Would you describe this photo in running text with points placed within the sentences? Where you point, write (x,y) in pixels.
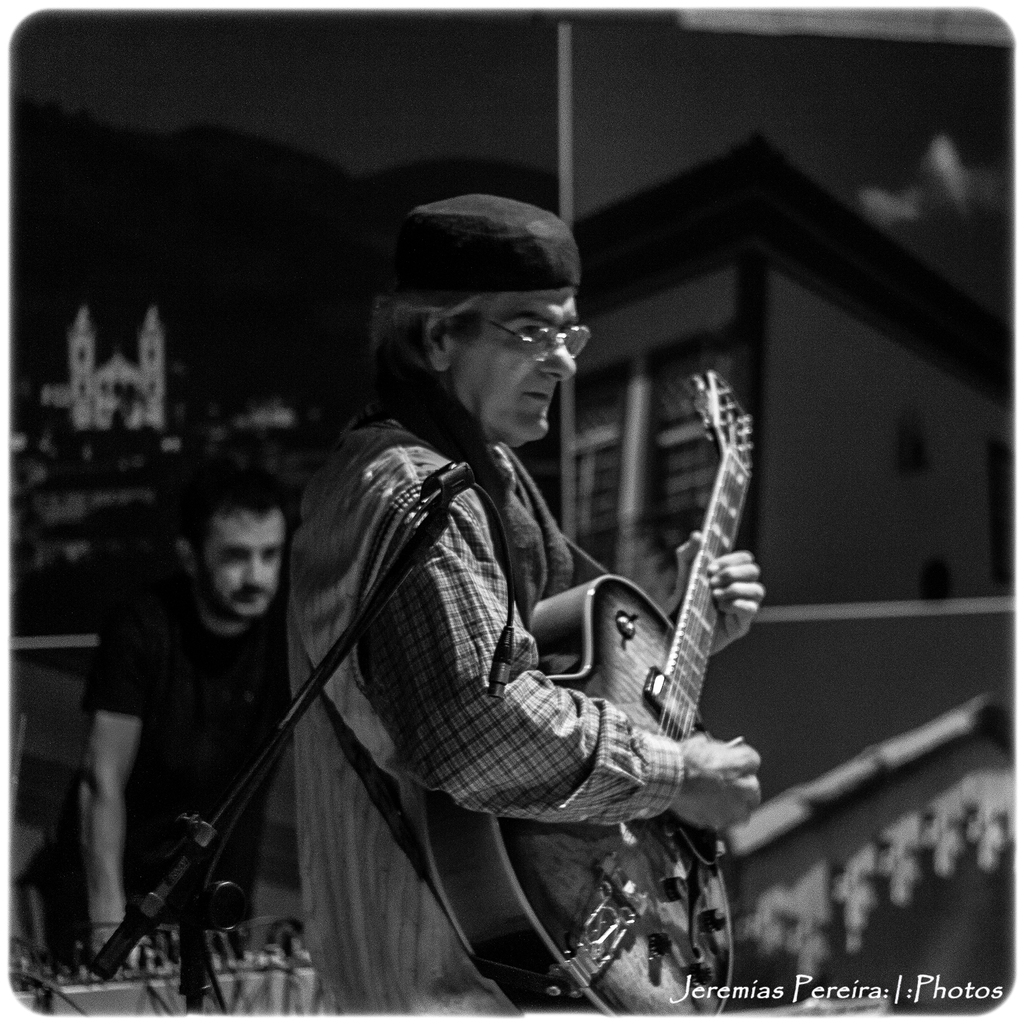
a person (379,663) is standing playing guitar (536,891). behind him there is another person (199,662). in the front (436,527) microphone (152,900) is present.
